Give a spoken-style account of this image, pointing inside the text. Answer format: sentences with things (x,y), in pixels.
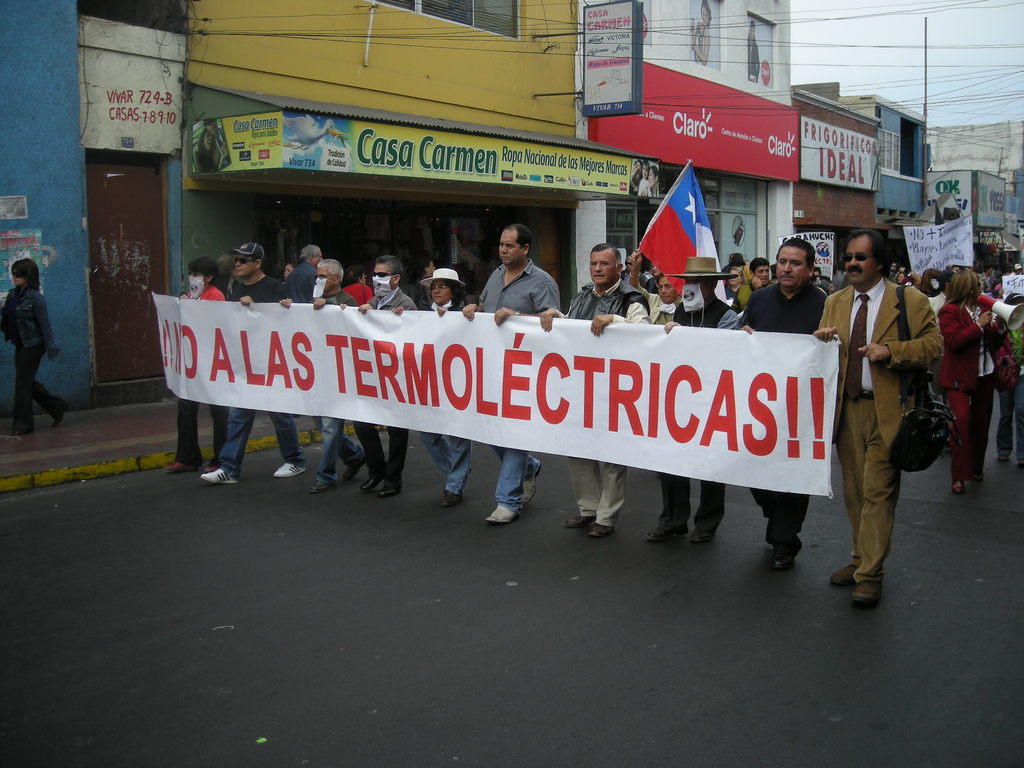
This image consists of many people (224,286) walking along with banners (650,355), placards (821,235) and flags (676,283). In the background (142,190), there are shops (744,76) and buildings (93,102). At the bottom (384,638), there is a road (605,631).
